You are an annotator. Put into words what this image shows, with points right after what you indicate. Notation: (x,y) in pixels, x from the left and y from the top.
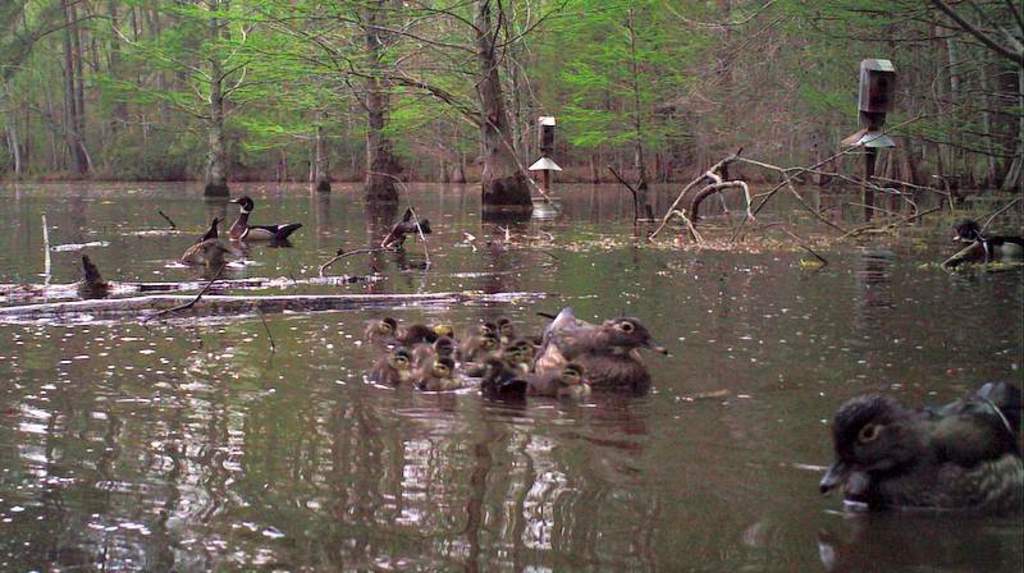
In this image there is the water (815,271). There are ducks (578,352), ducklings (447,347) and stems (720,178) in the water (774,275). In the background (557,104) there are trees (399,46) and poles (548,132) in the water (752,326).
